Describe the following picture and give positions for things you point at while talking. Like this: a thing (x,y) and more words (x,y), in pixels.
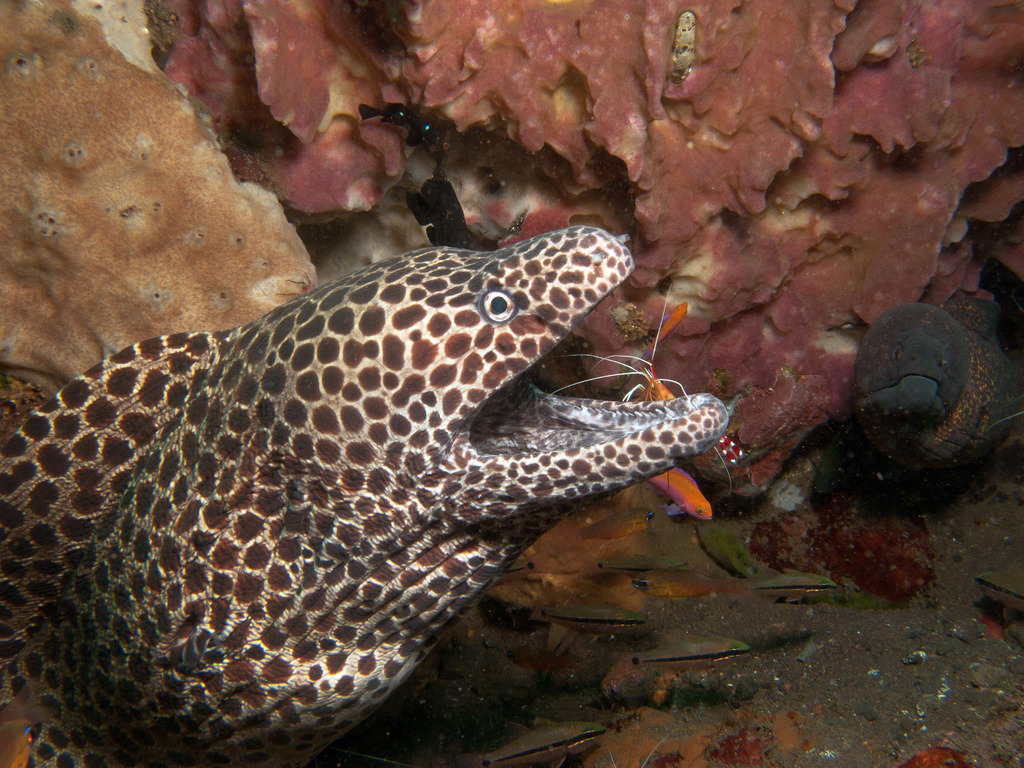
In this image we can see there is an underwater environment (630,343) and fishes (651,651) and few animals (355,588) in it.
